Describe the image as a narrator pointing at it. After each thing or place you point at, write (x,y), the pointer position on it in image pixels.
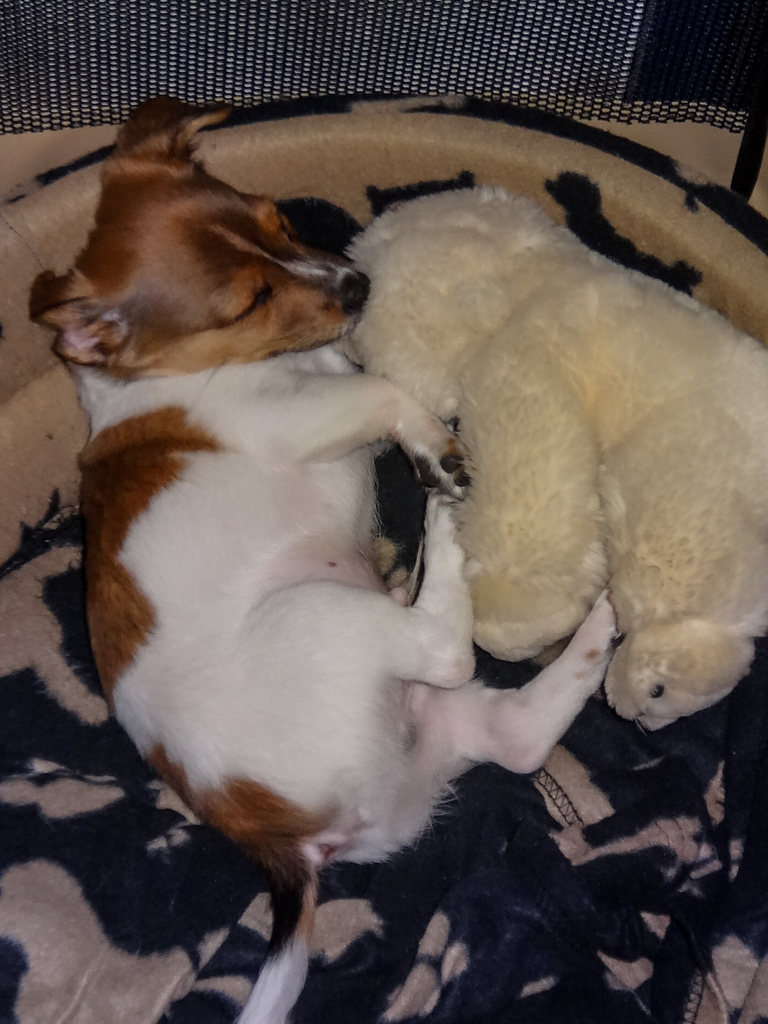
This image consists of a dog (259,572) and a teddy bear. Under that there is a blanket (1,926). It is sleeping.
